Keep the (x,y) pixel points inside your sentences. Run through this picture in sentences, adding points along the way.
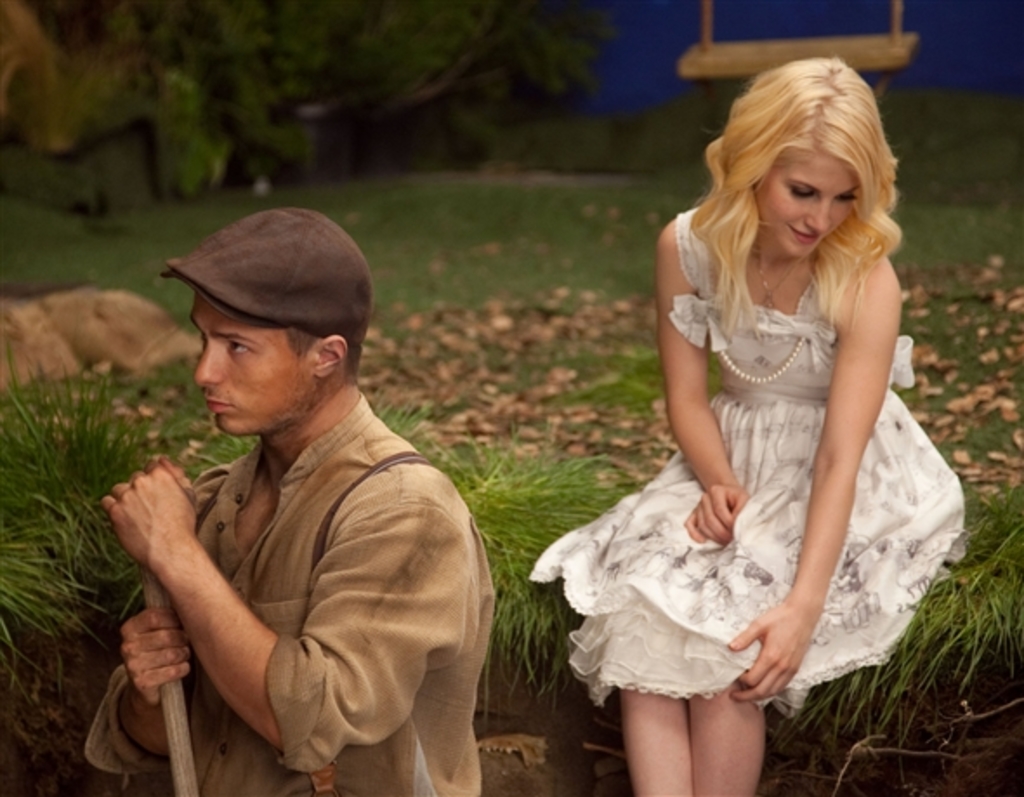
In this image we can see two persons (370,589), one of them is holding a stick (152,597), there are plants (83,433), trees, grass (590,380), and leaves (509,386) on the ground (509,279), also we can see the swing (716,70), and the background (861,27) is blurred.
